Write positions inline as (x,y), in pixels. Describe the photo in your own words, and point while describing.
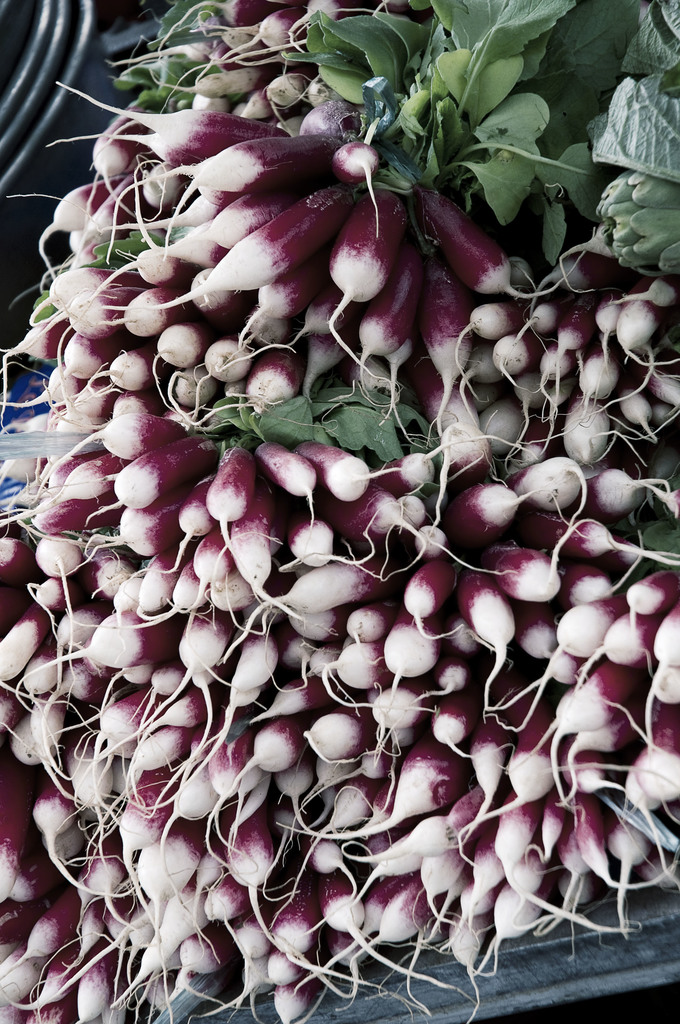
In this image, I can see the bunches of radishes (400,716). These are the leaves (371,49). At the bottom of the image (628,950), that looks like a table (538,979).
